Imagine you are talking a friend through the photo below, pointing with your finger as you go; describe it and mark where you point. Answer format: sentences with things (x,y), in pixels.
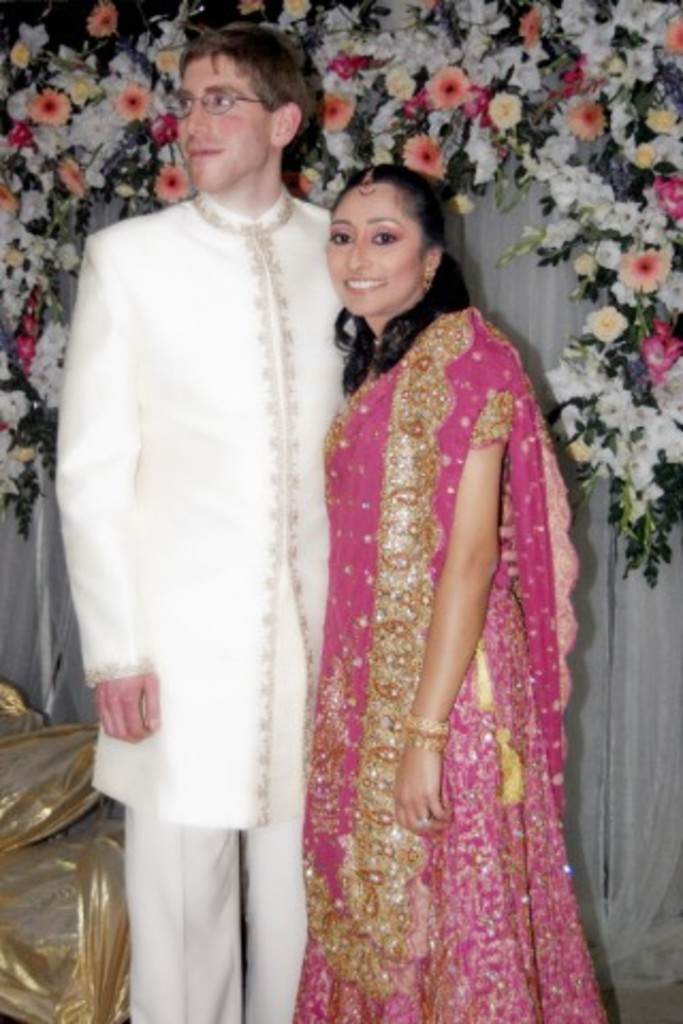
In this image I can see two persons (273,392) standing. The person (528,568) at right (513,568) wearing pink color dress (492,584) and the person (292,558) at left (183,538) wearing white color dress (157,534). Background (544,292) I can see a white color curtain (566,284) and flowers (65,107) are in multicolor.
